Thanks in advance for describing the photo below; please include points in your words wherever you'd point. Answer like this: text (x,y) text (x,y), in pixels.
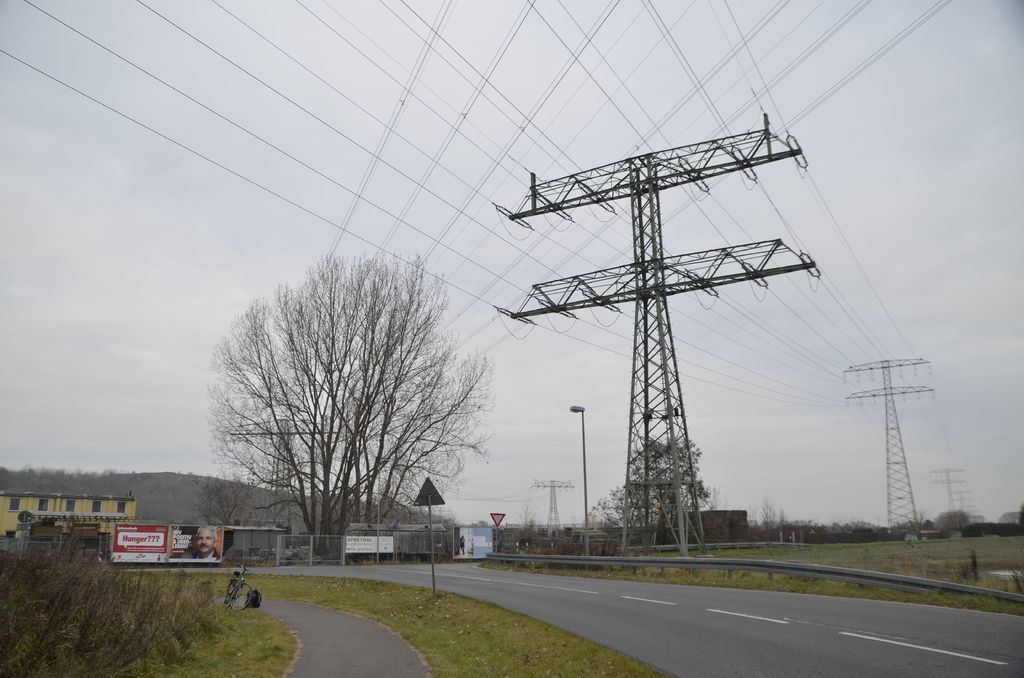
In the foreground (748,611) I can see the road (692,603). I can see the transmission towers (753,275) on the right side (685,460). There is a light pole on the side of the road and there is a cautious board pole (432,495) on the left side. I can see the plants (193,595) and green grass (274,660) on the bottom left side (237,647). There is a bicycle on the side of the road (424,573) on the bottom left side (232,603). There is a house (61,509) on the left side (125,507). In the background (399,521), I can see the trees (323,492). I can see the electric wires (419,35) at the top of the image (471,112). There are clouds (172,194) in the sky (210,206).
